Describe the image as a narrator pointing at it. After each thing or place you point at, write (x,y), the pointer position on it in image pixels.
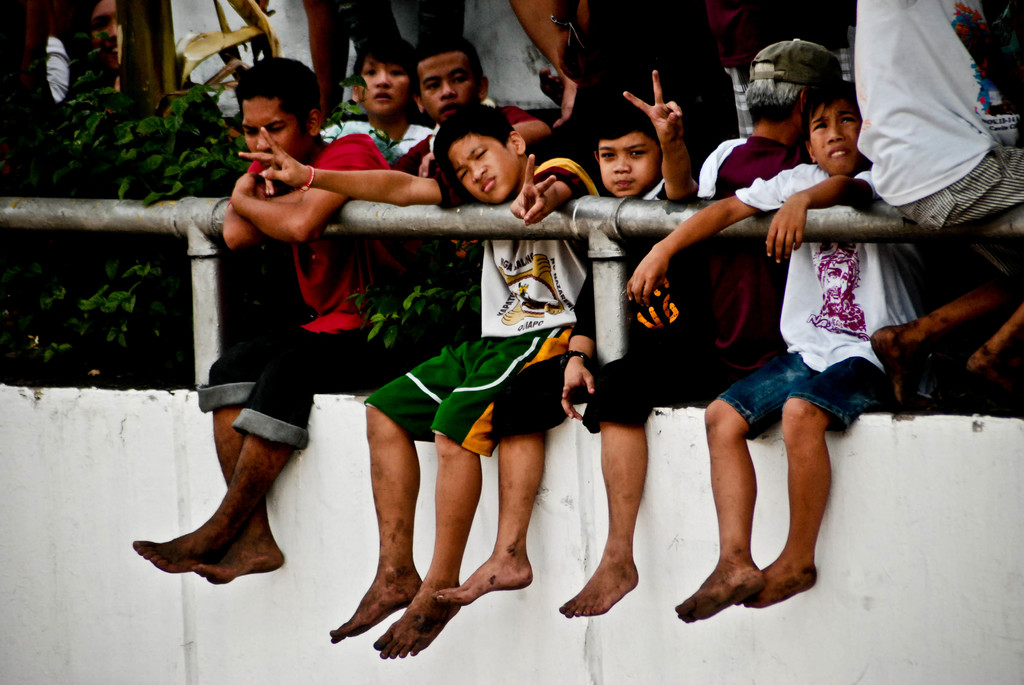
In this image I can see the white colored wall (72,624) and few children (667,296) are sitting on the wall (827,662). I can see a pipe (204,300) on the wall (21,625) and few other persons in the background (739,59).
